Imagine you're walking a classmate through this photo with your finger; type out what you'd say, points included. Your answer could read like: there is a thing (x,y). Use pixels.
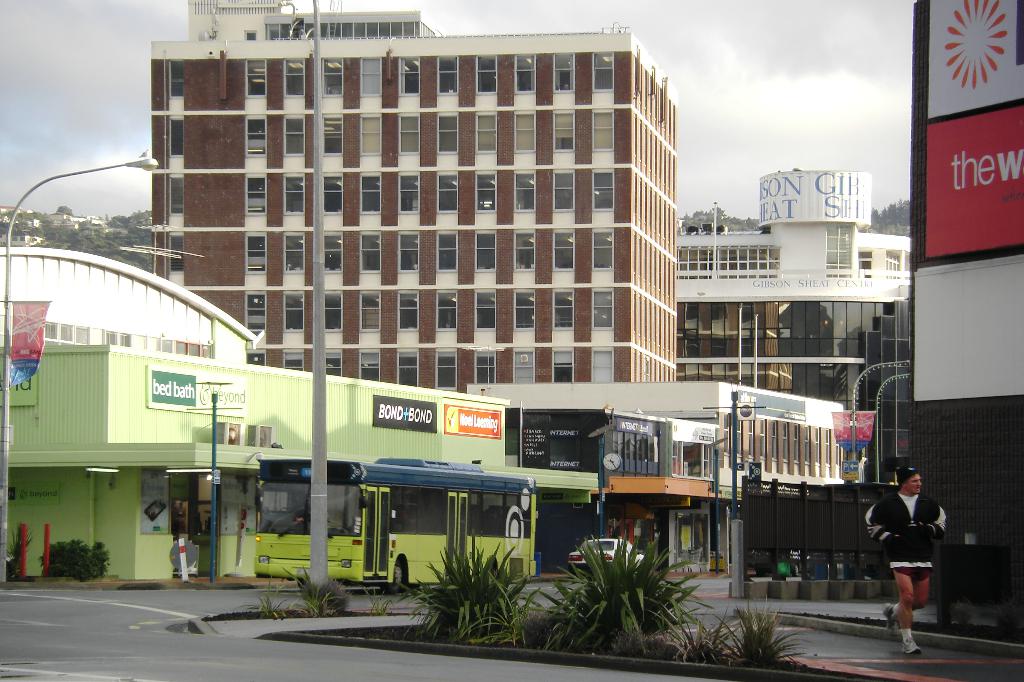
In this image I can see number of buildings (593,390), number of poles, number of boards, a bus (449,482), a car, few plants (597,578) and on these boards (402,417) I can see something is written. On the bottom right side of the image (872,512) I can see one person (912,645) is running on the road (997,667) and on the left side (4,356) I can see a street light (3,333). In the background (694,176) I can see number of trees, clouds (707,163) and the sky (825,65).
